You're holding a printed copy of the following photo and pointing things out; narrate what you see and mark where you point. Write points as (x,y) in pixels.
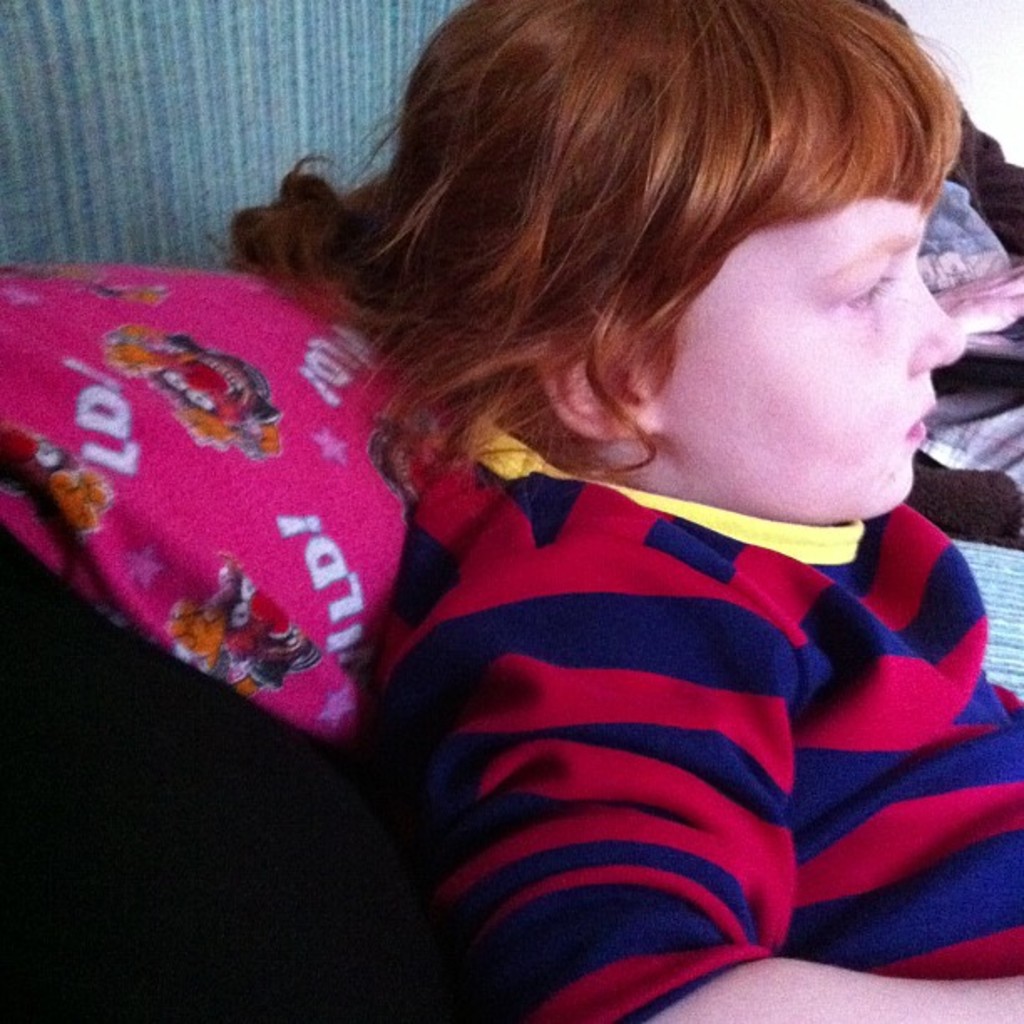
In the picture there is a kid (600,696) laying on some couch (240,22), there is a pink pillow (219,433) behind the kid's neck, the kid (535,615) is wearing red and blue shirt (764,681).
